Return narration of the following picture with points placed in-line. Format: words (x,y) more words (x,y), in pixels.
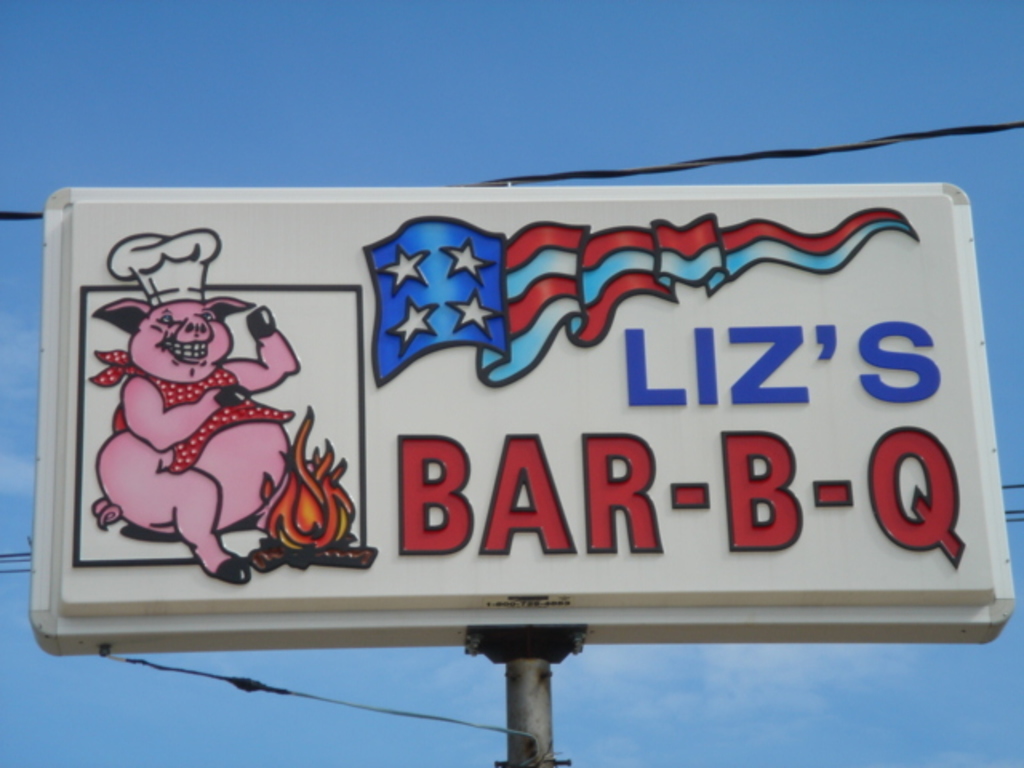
In this picture, we see a white board (510,446) with some text (743,544) written on it is attached to the pole (543,721). Behind that, we see electric wires (749,158). At the top of the picture (460,58), we see the sky (548,89), which is blue in color.
